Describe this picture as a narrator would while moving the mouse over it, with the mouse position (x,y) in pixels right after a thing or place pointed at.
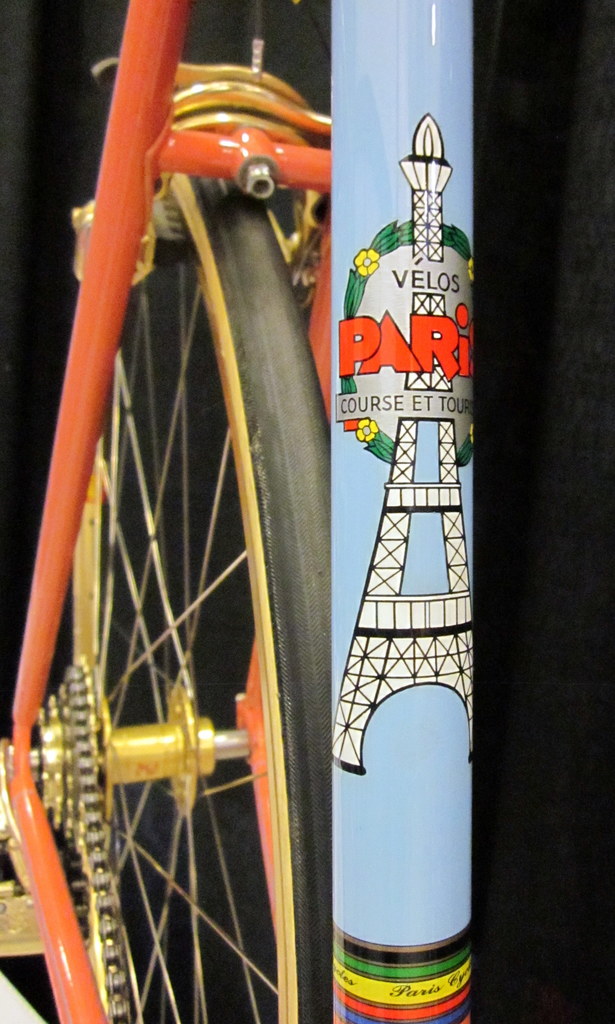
In the center of the image (268,407) we can see a wheel (308,668), rods (81,392), chain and pole (335,508). In the background (596,1021) the image is dark.
